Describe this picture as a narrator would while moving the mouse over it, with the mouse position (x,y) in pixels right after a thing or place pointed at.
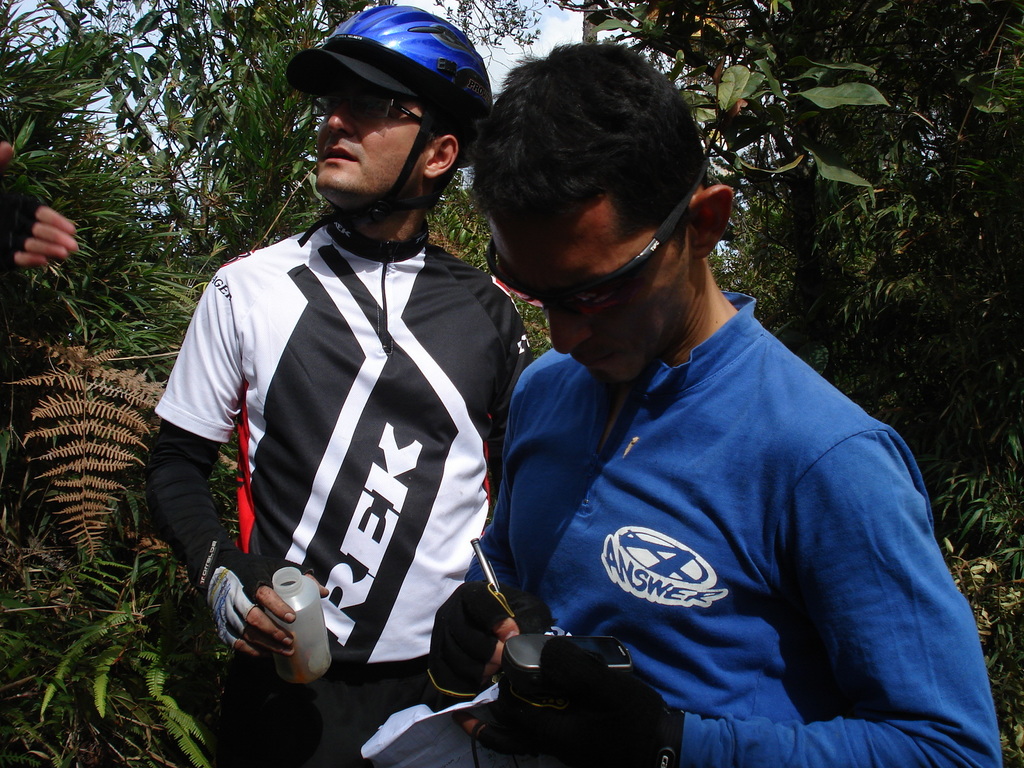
In this image we can see two persons (567,408) wearing dress (389,406) are standing. One person (689,534) is wearing goggles (619,282) and one person (427,88) is wearing a helmet (390,52), spectacles (406,111) and holding a bottle (304,613) in his hand (291,614). In the background (0,442), we can see a group of trees (519,42).
